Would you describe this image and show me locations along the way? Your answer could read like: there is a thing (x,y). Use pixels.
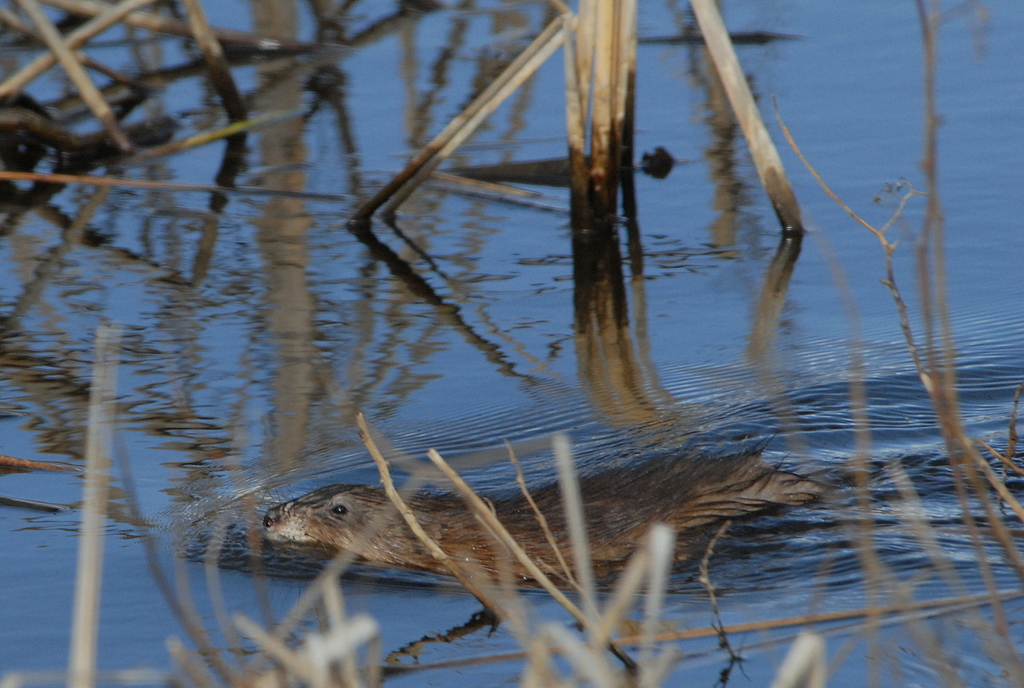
In this image we can see a muskrat (606,477) swimming in the water (573,365), there we can see few wooden sticks (582,103) in the water (539,607) and some plants (585,603).
